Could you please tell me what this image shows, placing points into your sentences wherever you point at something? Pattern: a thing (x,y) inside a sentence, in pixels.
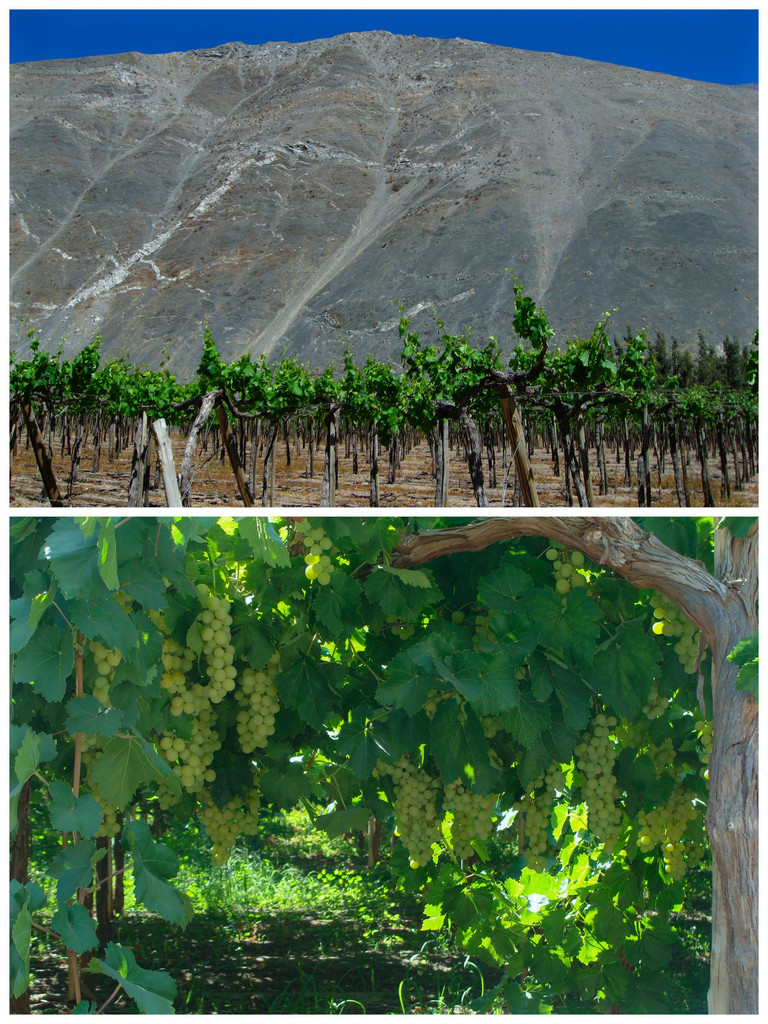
This picture describes about collage of pictures, in this we can find few trees (265,529) and fruits (406,784).
